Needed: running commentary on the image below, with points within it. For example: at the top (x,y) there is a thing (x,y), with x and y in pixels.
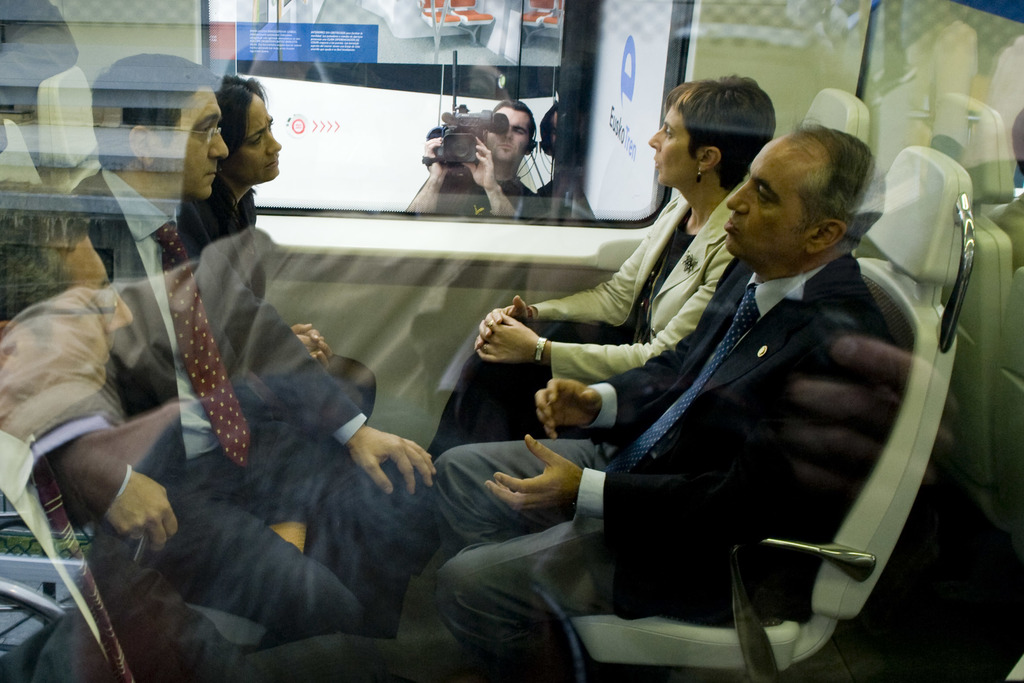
This seems to be an inside view of a vehicle (137,50). In the foreground (240,505) there is a glass (63,280). Behind the glass (394,402) there are four persons (839,165) sitting on the seats (930,286). On the glass (158,468), I can see the reflection (87,285) of few persons (42,223). Beside these people (726,274) there is a window (388,116) through which we can see the outside view. In the outside one person (485,152) is holding a camera (464,147) in the hands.
